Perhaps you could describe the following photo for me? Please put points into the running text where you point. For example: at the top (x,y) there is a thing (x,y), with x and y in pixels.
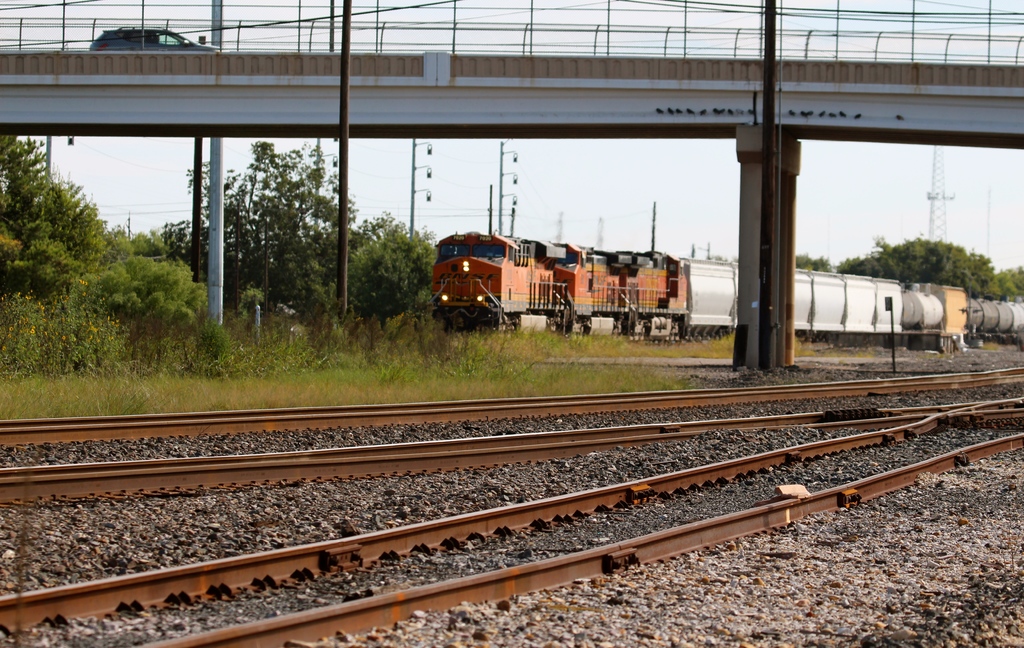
In this image there are train tracks (896,475), rocks (631,582), grass (517,384), bridge (46,52), poles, vehicle (162,40), tower (936,196), trees (391,291), train (595,290), sky (534,150) and objects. Vehicle (173,42) is on the bridge (212,54).
